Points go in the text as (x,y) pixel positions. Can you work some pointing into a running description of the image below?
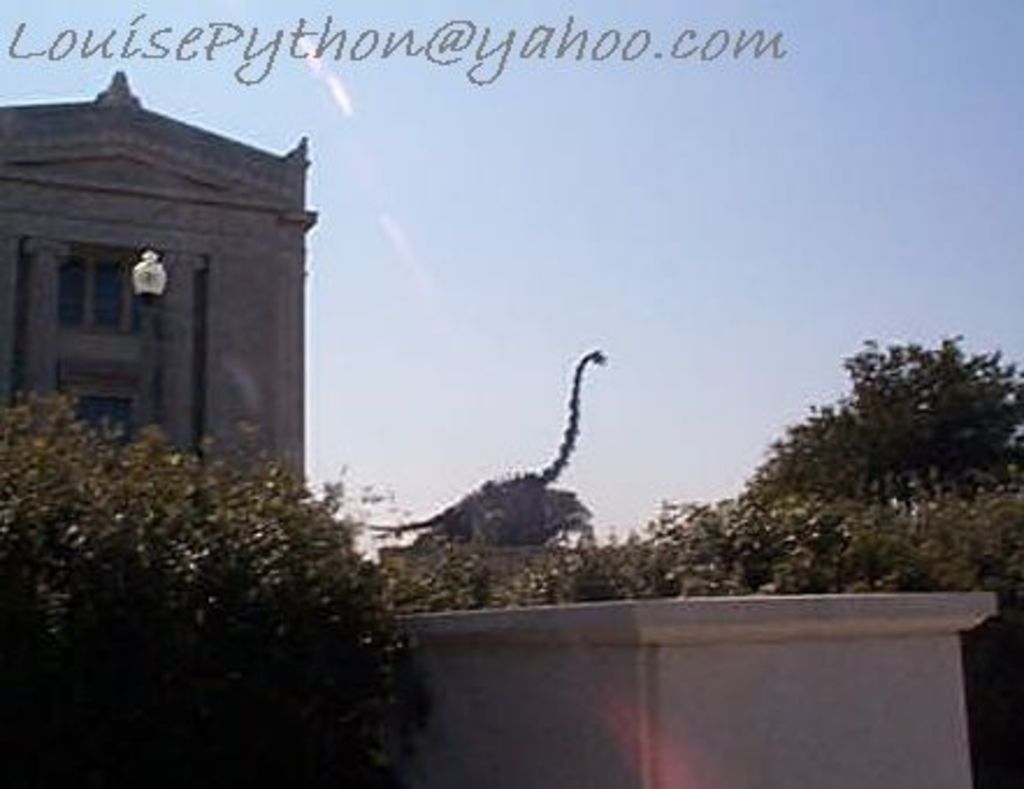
This is an outside view. At the bottom of the image (645,696) I can see a wall (574,682) and some trees (377,570). In the background (202,360) there is a building (257,372) and a statue (529,504). At the top (640,199) I can see the sky (411,184). At the top of this image (267,44) I can see some text (194,43).
